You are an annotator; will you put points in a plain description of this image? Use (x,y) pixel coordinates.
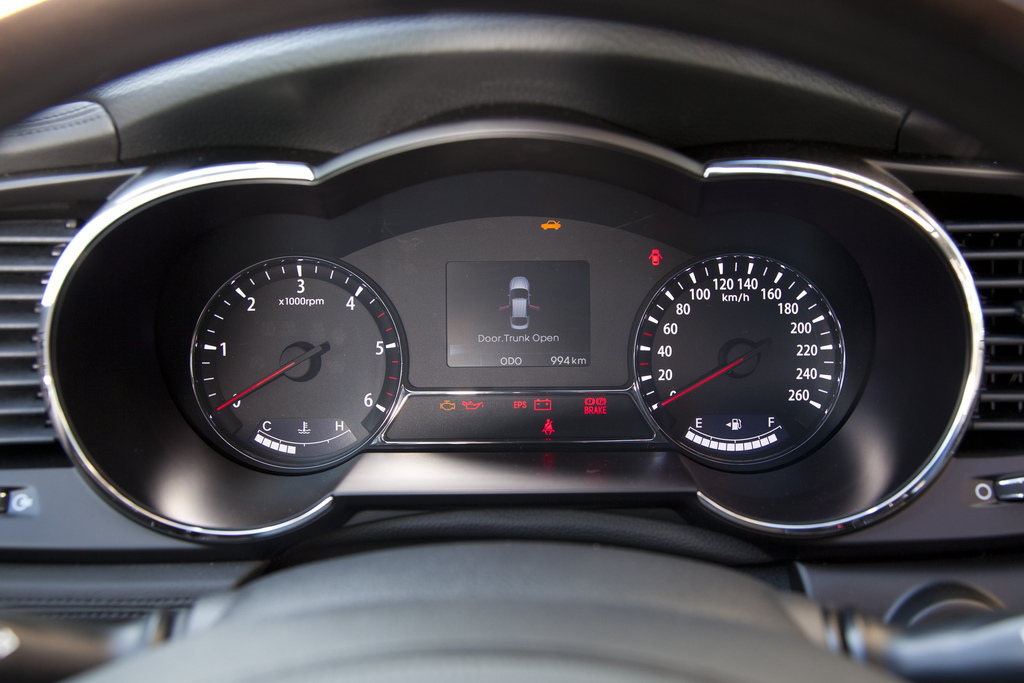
Here we can see gauges (795,317) inside a car (573,576) and there is a picture (513,315) of a car (513,294) on the screen (565,310).
